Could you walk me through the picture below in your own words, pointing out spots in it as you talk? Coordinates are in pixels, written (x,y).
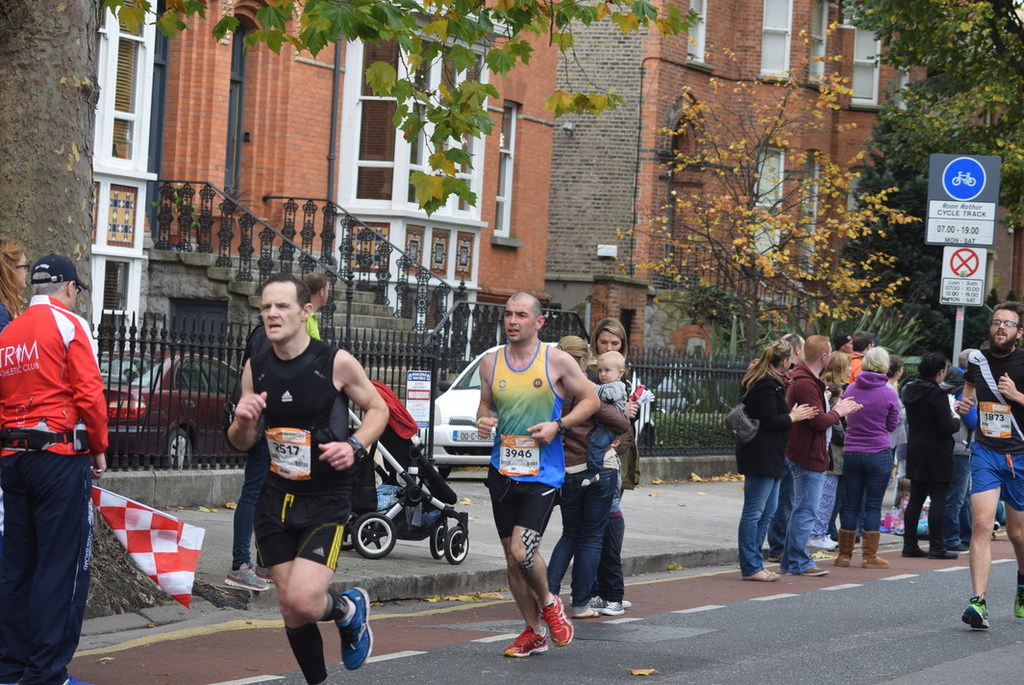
In the middle of the image (537,310) few people (531,322) are running. Behind them few people (61,328) are standing and watching and few people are holding a stroller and baby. Behind them we can see fencing (477,324). Behind the fencing (497,324) we can see some vehicles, trees (964,142), buildings (398,133), poles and sign boards (971,155).
